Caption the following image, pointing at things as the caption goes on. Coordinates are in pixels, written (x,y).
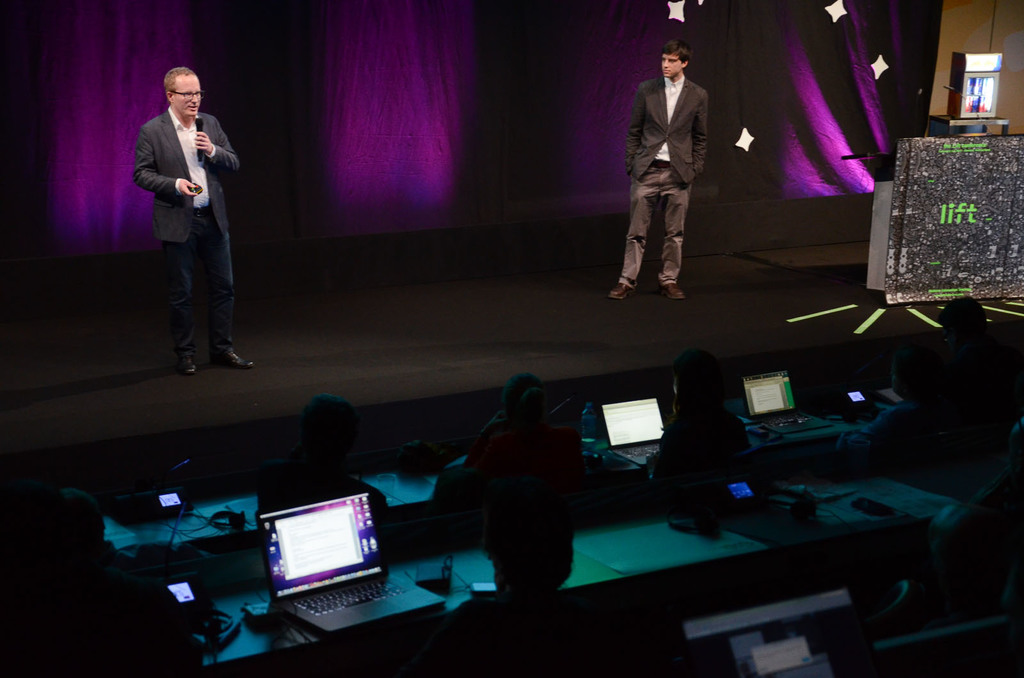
In this picture, we can see a few people (196,150) and among them we can see a few on the stage (122,427), we can see a person (200,168) is holding a microphone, in the background (309,86) we can see a cloth (748,41), we can see some tables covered with cloth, and we can see some objects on the table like laptops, wires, and we can see some objects (976,287) on the right side of the picture (1013,140).
